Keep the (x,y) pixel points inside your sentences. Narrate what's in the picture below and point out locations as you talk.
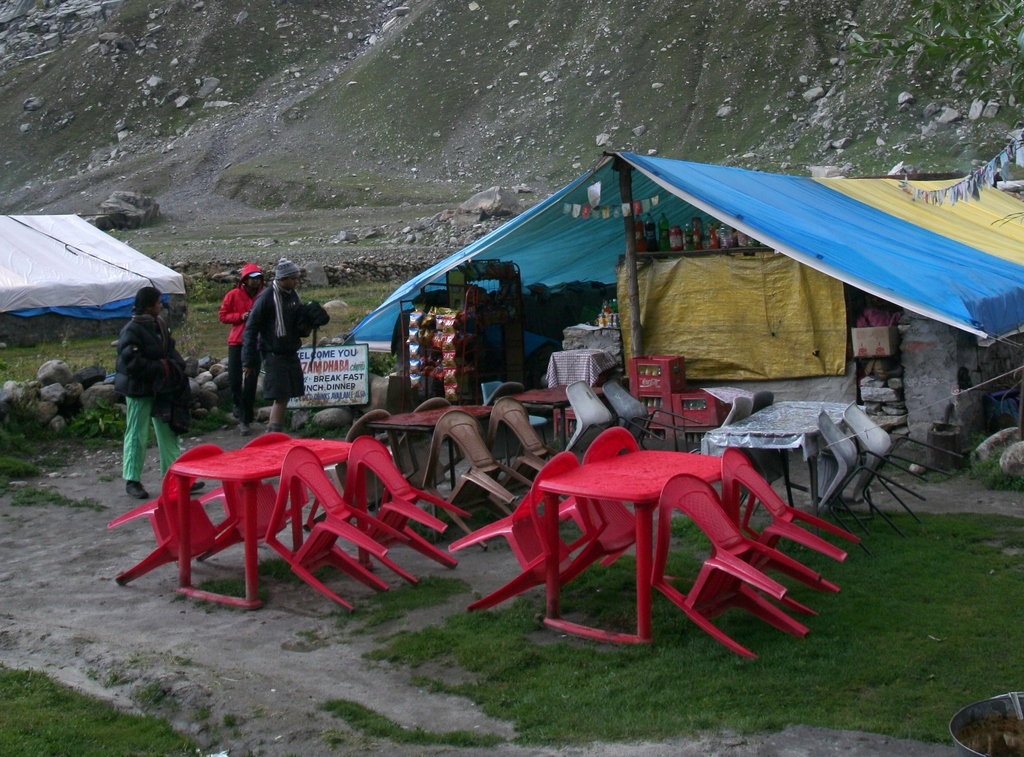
In this image, there are some tables (636,471) and chairs (778,509). There is a grass (748,690) on the ground (664,752). There are some persons (249,326) wearing clothes (159,383) and footwear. These two persons (266,310) are wearing caps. There is a house (744,194) in front of the hill (764,128). There are some rocks (63,384) behind these persons (153,310). There is a board (353,365) in front of the house (575,230).
